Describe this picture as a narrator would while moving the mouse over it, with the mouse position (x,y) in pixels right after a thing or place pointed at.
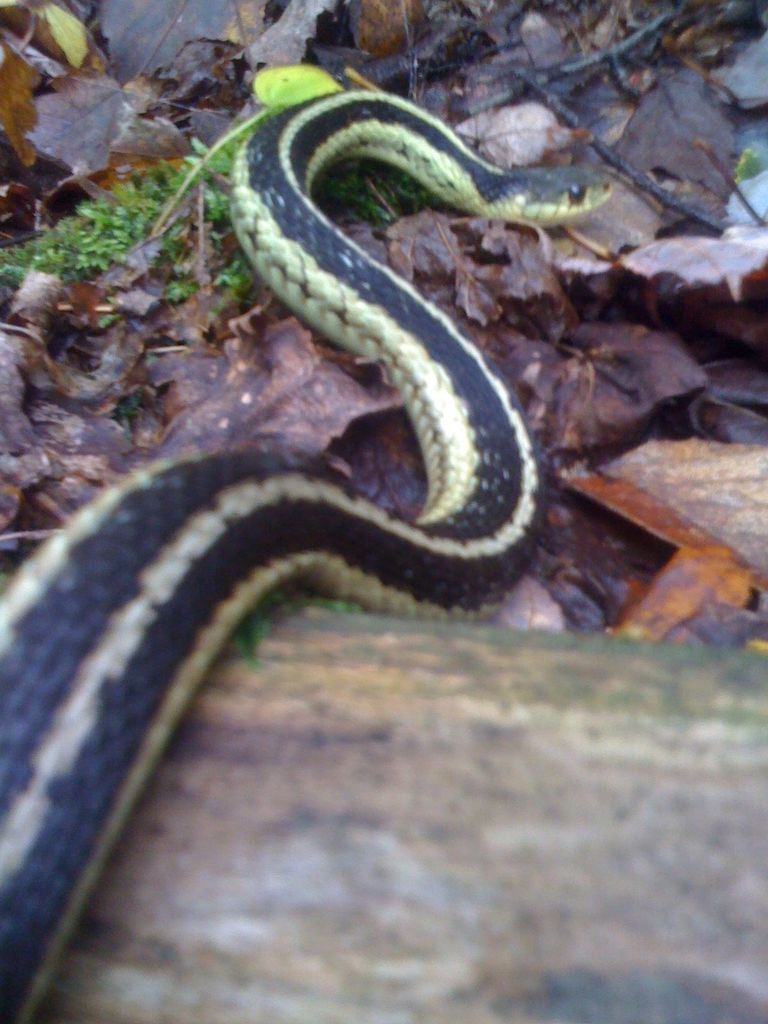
In this image we can see a snake (380,333) on the ground (376,427). We can also see a wooden log (98,996) and some dried leaves (581,422).
